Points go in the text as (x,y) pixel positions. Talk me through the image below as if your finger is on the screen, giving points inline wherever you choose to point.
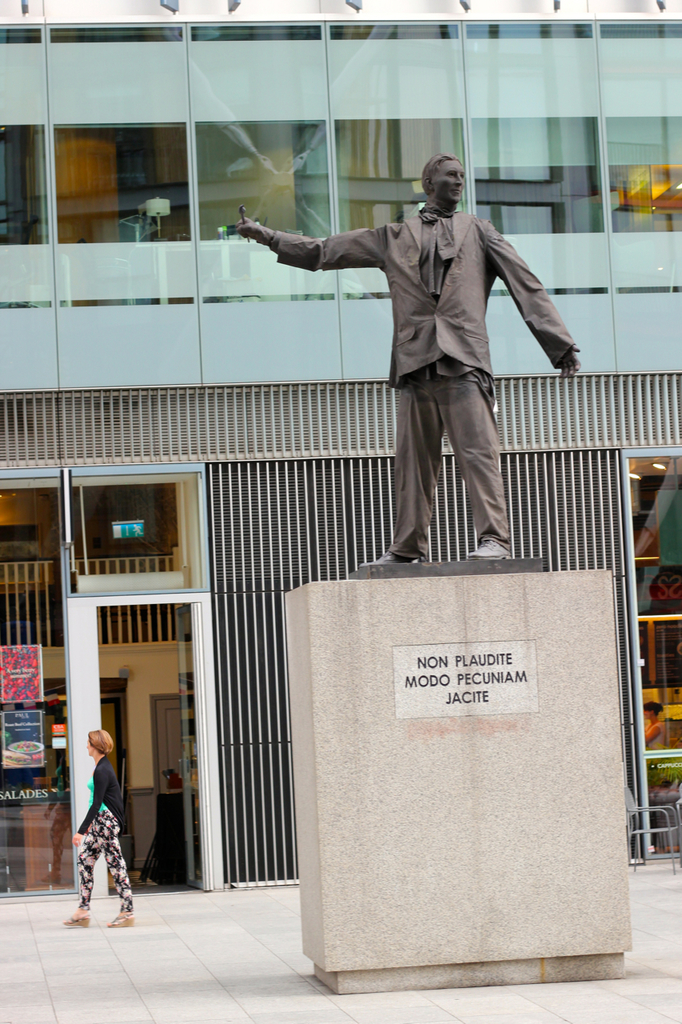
This picture is clicked outside the city. In the middle of the picture (429,441), we see the statue (417,423) of the man (424,530) placed on the pillar (560,864). Beside that, the woman (108,785) in black jacket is walking. Behind her, we see a building (217,458) which is in white color and we even see some posters (14,656) pasted on that building (145,712).
